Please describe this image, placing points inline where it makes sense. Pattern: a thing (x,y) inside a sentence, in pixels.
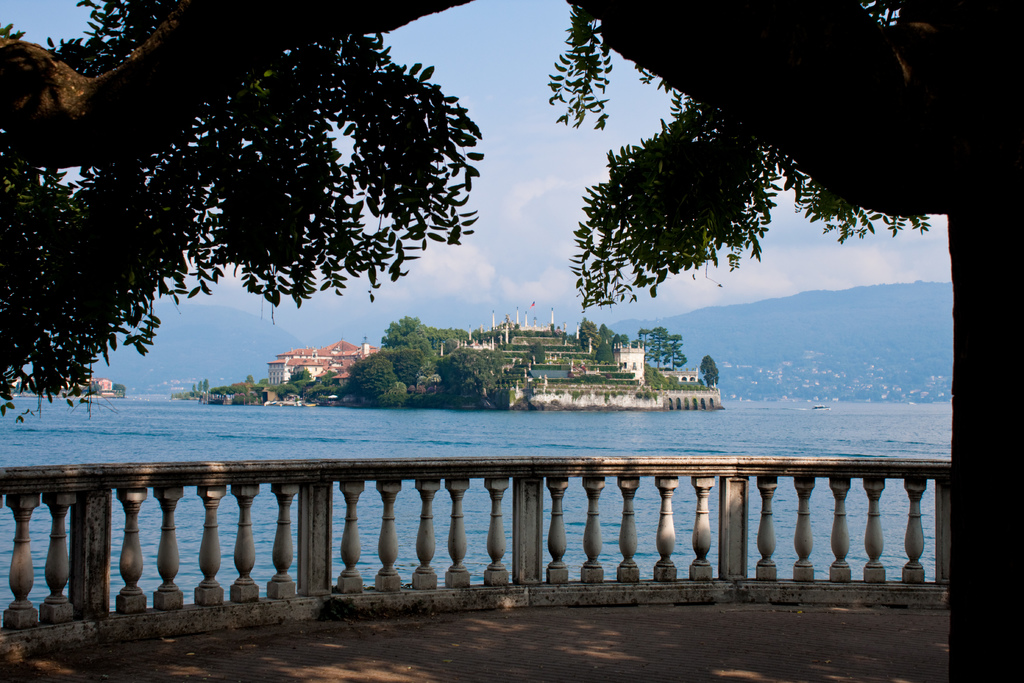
In this image I can see the railing (524,524). To the side of the railing (140,484) I can see the water (326,451), trees (471,392) and the building (312,366) which is in brown color. To the right (752,71) I can see the big tree (695,154). In the back (167,365) there are mountains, clouds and the blue sky (497,123).
